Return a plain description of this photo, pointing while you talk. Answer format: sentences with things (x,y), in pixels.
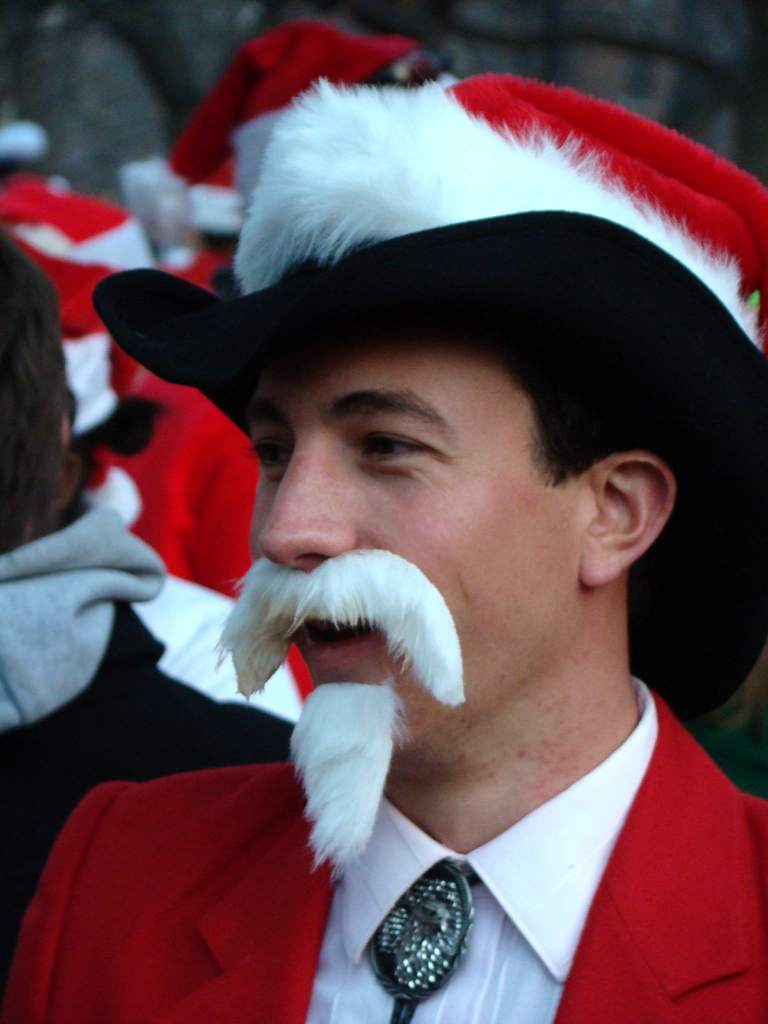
In this image I can see a person (532,760) wearing white shirt (533,889), red jacket (683,902) and white, red and black colored hat (534,223). I can see he is wearing white colored mustache (456,656) and beard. In the background (161,600) I can see few other persons (218,145).
